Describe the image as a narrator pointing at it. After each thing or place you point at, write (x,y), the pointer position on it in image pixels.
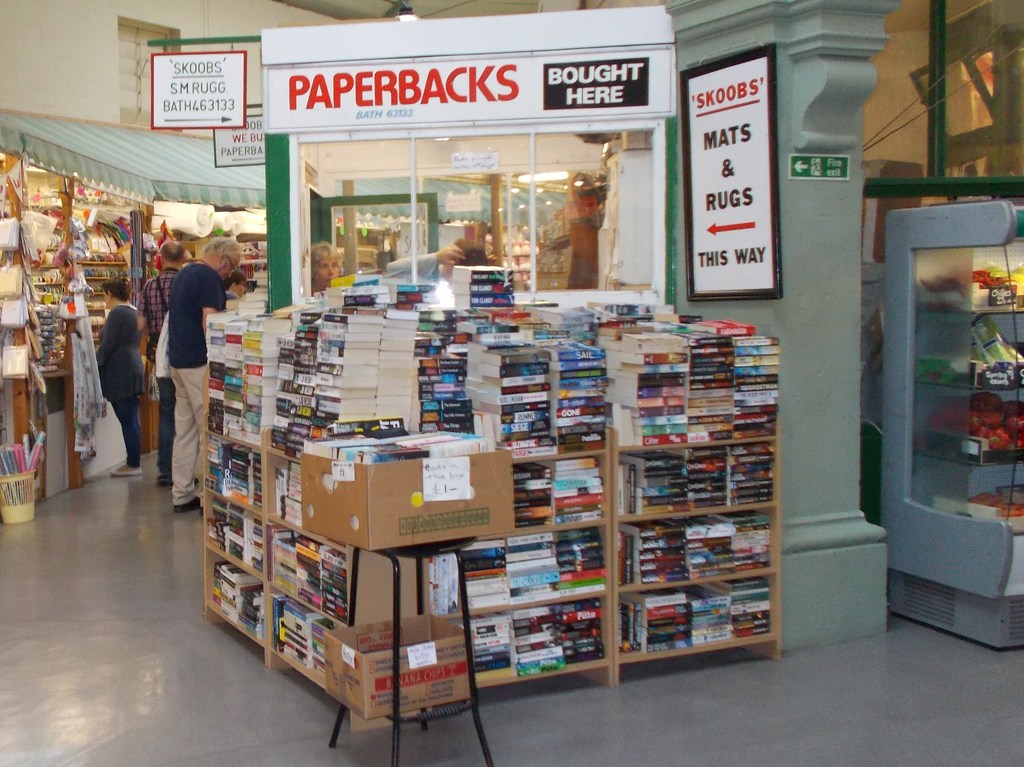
In this image we can see a few people (170,437), there are some books (392,461) on the table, there are boxes (428,535), there is a stand (355,581), there are some objects (15,451) in a basket (6,492), there are food items (991,271) on the racks (946,467), there are some objects (75,296) in the shops (461,116), also we can see lights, walls (617,182), pillars (837,186).
